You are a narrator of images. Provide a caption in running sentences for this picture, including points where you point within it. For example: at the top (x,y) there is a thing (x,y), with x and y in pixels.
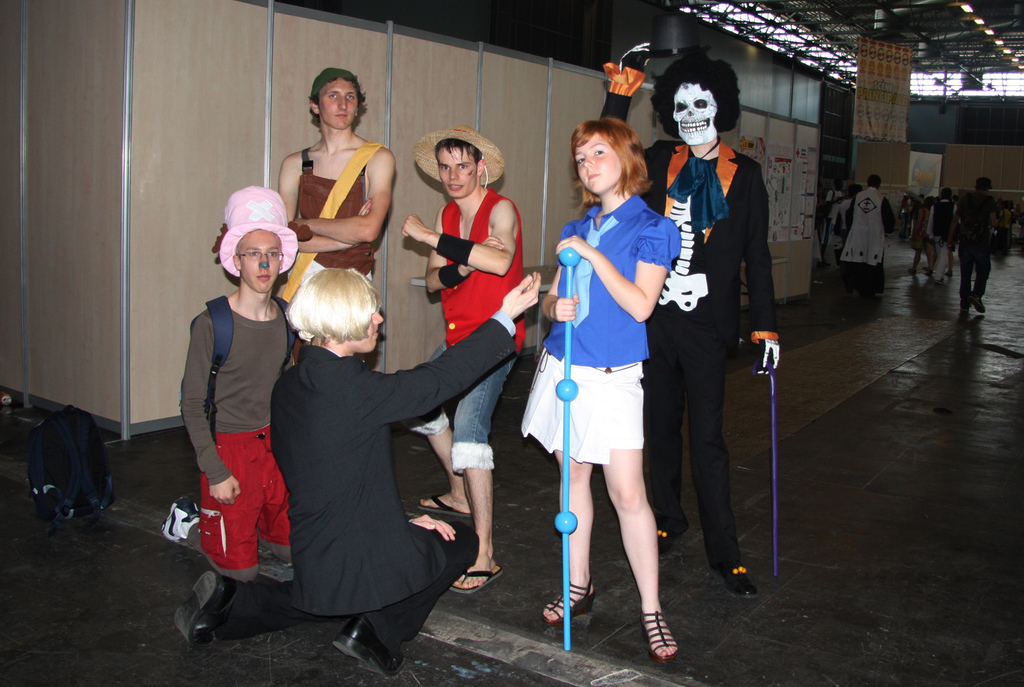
In the image we can see there are people (627,220) standing and two of them (317,421) are sitting on the knee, they are wearing clothes (375,400), some of them are wearing shoes (662,534), hat (310,227) and holding stick (568,391) in their hands (564,314). Behind them there are other people (940,227) walking and wearing clothes (980,267). Here we can see the bag (67,440), wooden wall (209,111), lights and the floor (869,558).
